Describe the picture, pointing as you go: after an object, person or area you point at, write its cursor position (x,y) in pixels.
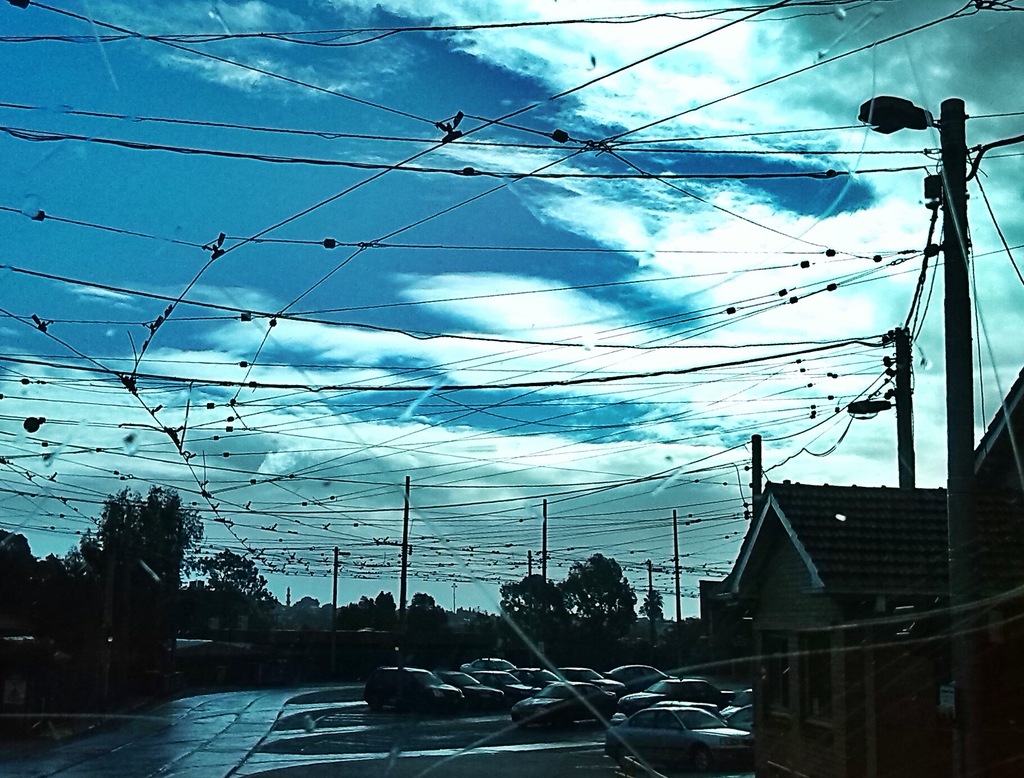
This image is clicked on the road (599,730). there are many cars (565,685) parked on the road (501,715). To the right (847,634) there are houses (874,613). Behind the cars (532,672) there are trees (390,612) and electric poles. At the top (453,237) there is the sky (594,127).
